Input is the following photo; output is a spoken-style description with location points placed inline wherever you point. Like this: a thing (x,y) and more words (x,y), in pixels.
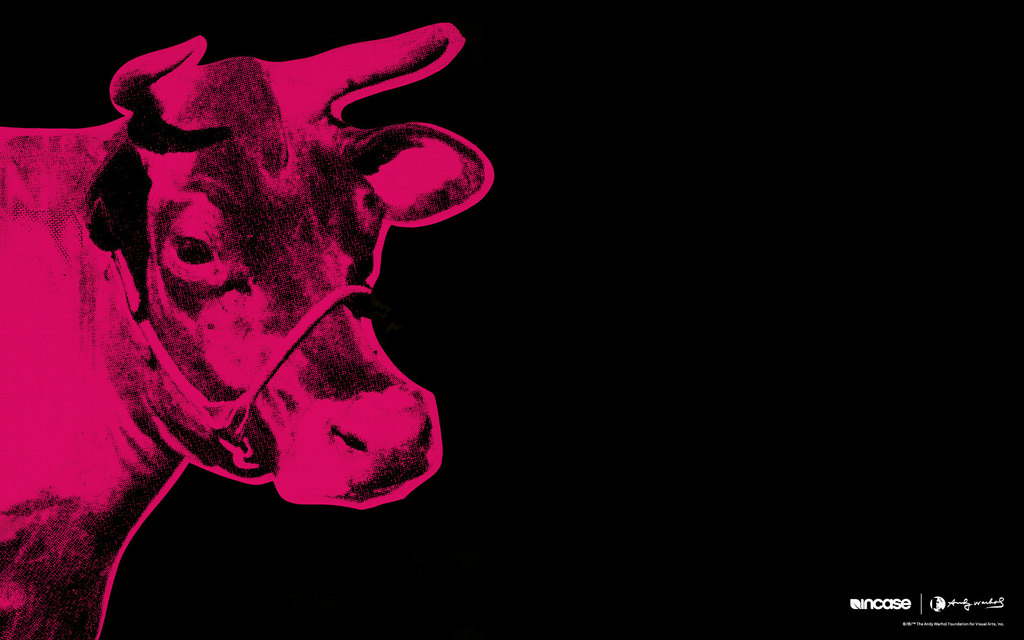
In this image we can see the picture of an animal (152,276).
